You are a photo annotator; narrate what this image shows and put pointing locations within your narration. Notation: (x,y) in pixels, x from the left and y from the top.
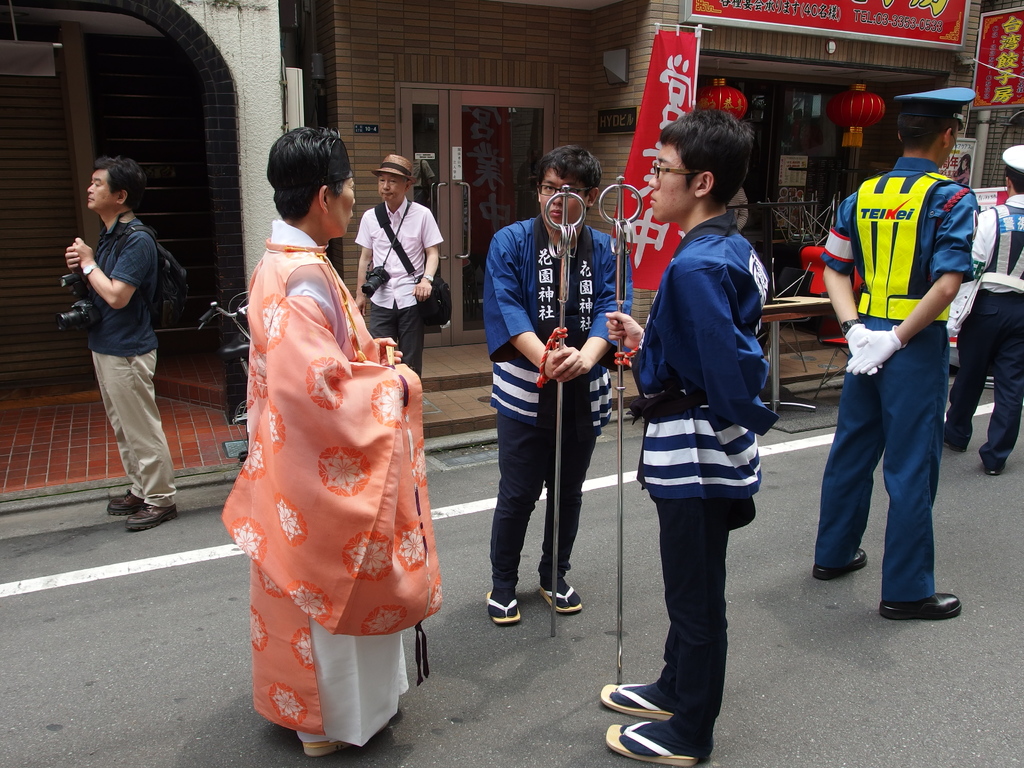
Here in this picture we can see a group of people (586,344) standing on the road (536,533) and the person (408,391) on the left side (279,360) is wearing a royal dress (286,333) and in front of him we can see two men (607,360) standing and holding something (617,267) in their hands (584,362) and both of them are wearing spectacles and in front of them we can see some people (874,273) standing in a uniform (884,274) with gloves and cap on them and beside them we can see some people (115,311) carrying cameras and bags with them present over there and we can also see stores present beside them and we can also see door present and we can see one person (405,250) is wearing hat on him.
